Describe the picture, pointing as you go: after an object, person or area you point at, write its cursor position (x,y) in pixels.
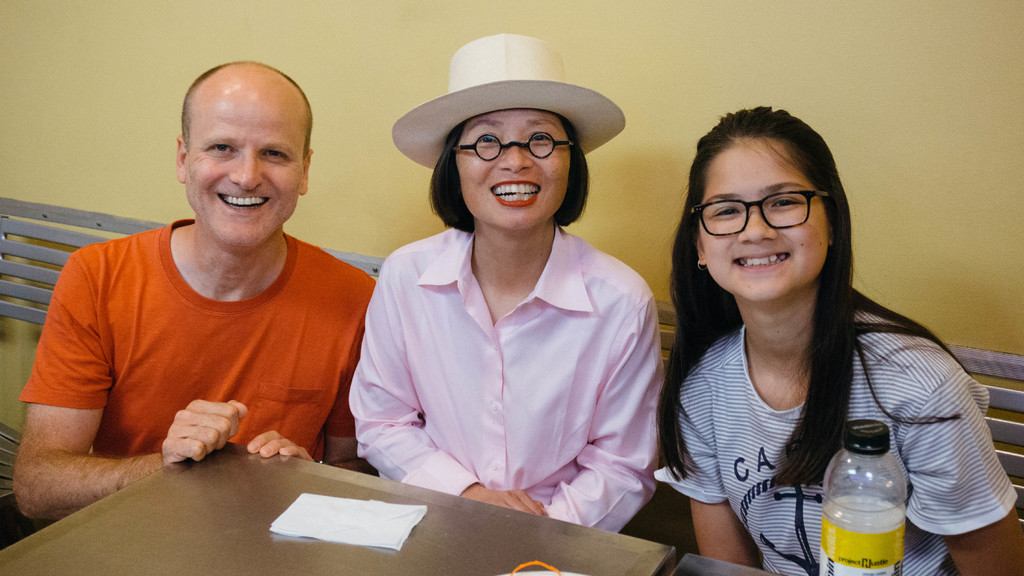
In the middle of the image (494,381) three persons (714,152) are sitting and smiling. Behind them there is a wall (711,85). Bottom of the image (257,524) there is a table (39,557) on the table (430,561) there is a paper (399,537) and there is a bottle (886,465).
